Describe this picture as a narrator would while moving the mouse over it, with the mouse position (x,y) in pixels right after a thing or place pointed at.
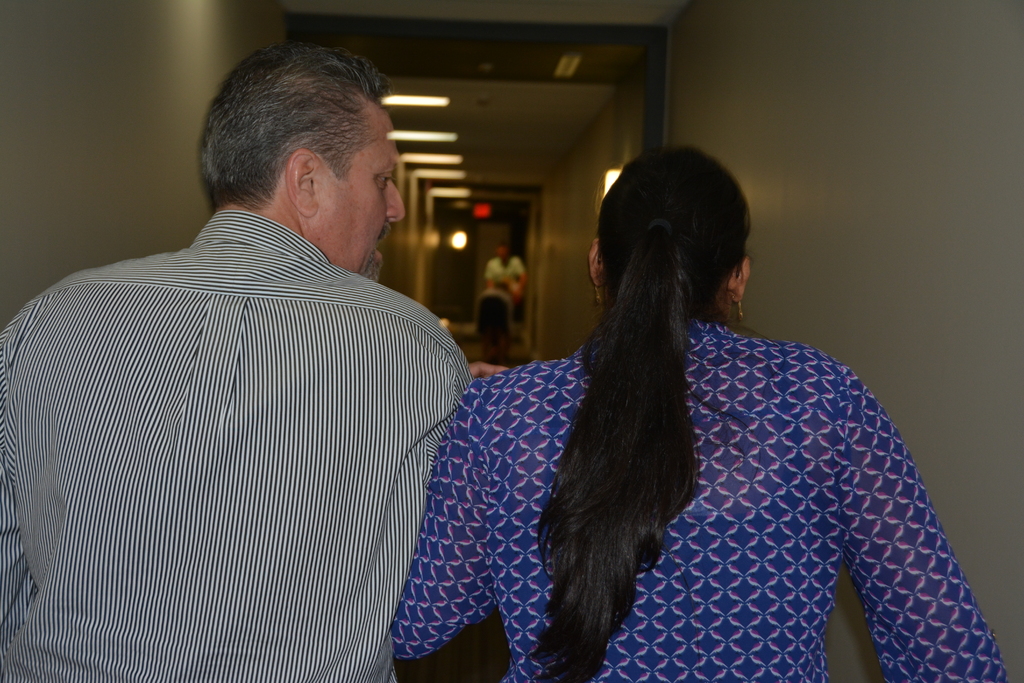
In this image, we can see a man (276,298) and a lady (544,402) and in the background (495,278), there are some other people (496,298) and we can see lights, wall (641,149) and there is a roof (491,75).
